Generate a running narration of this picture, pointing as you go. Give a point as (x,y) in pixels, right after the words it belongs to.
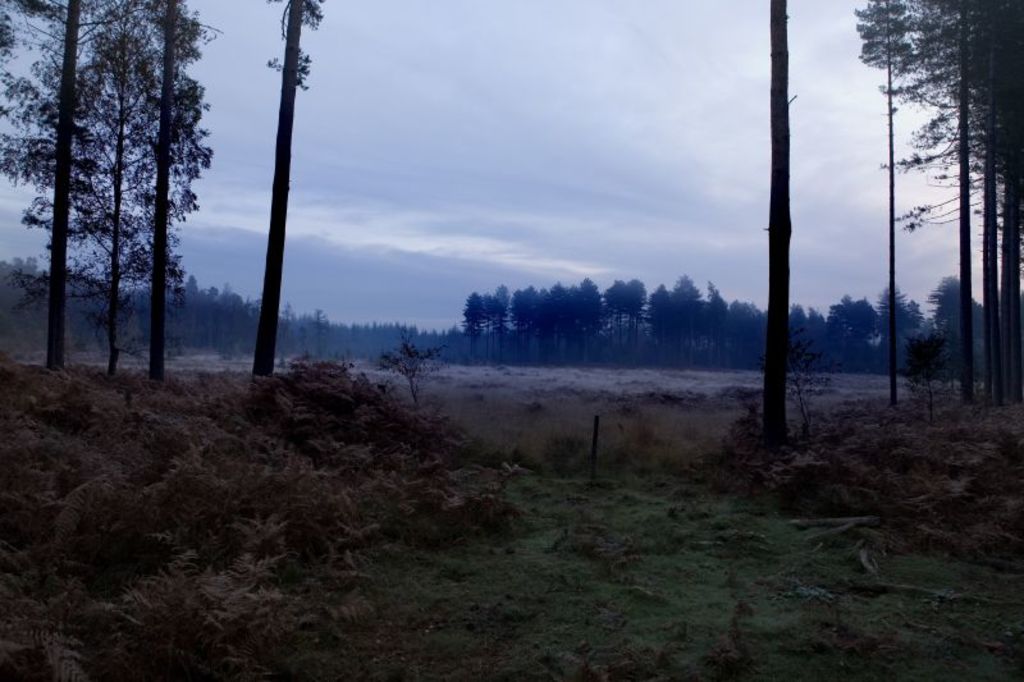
In this image we can see the ground (707,381), there are some trees (965,130), plants (409,439) and bushes (834,479), and also we can see the sky (585,188).
